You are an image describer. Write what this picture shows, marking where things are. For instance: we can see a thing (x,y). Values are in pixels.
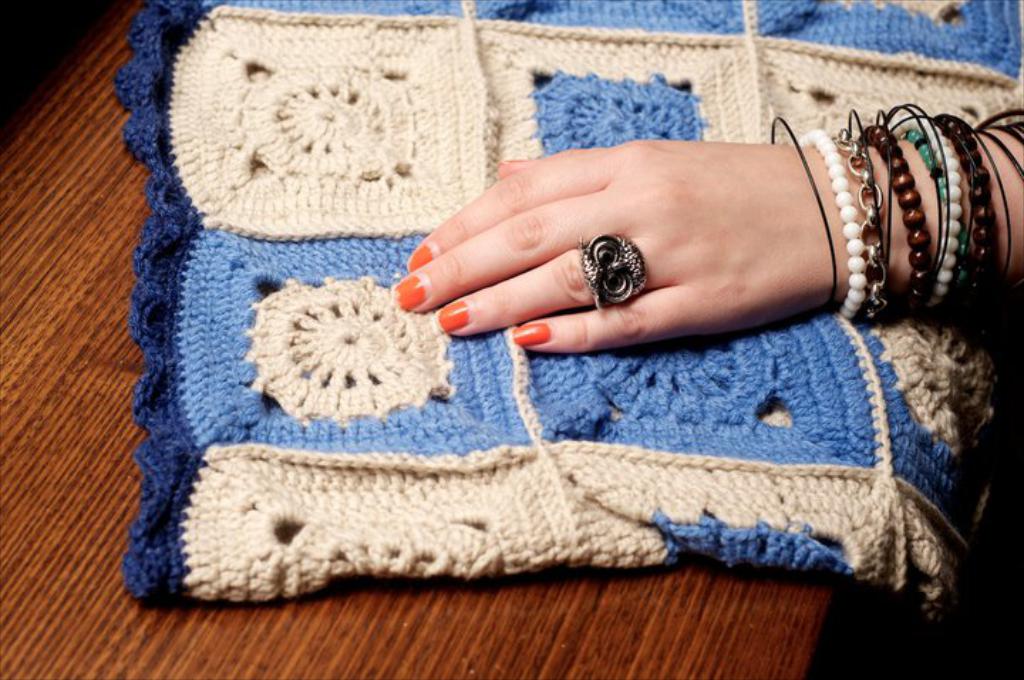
In this image there is a table (68,526) in the bottom of this image (439,635) and there is one cloth (286,174) kept on to this table (140,205), and there is one human hand (700,220) on the right side of this image (795,249).
